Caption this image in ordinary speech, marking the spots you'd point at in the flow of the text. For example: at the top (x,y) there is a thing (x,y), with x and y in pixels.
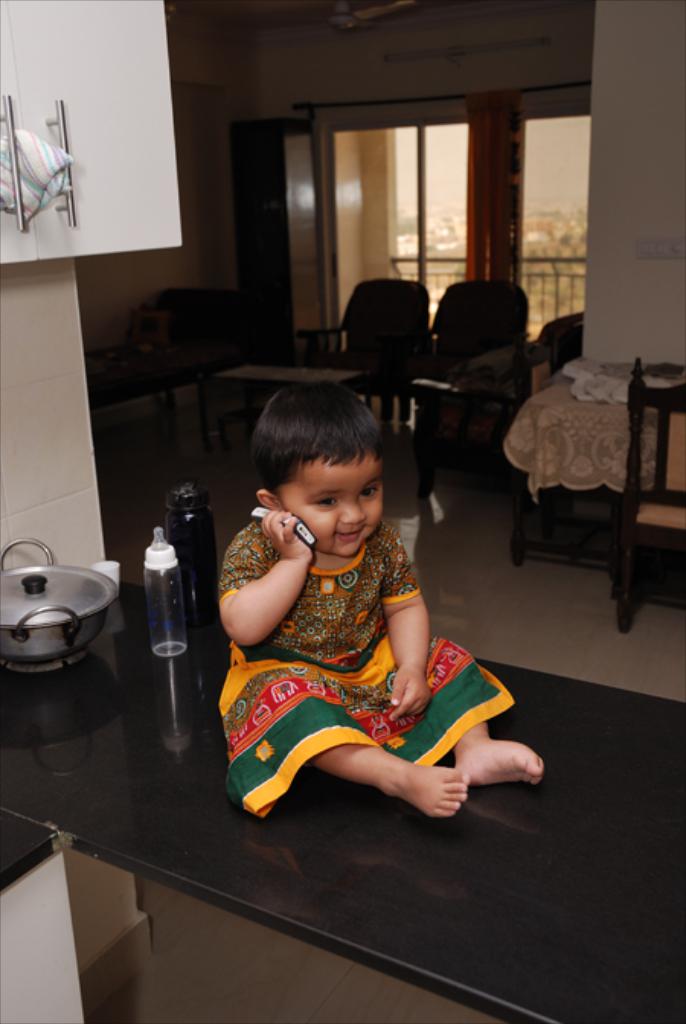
In this picture a girl (385,697) sitting on a table (66,695) with a phone (299,530) in her hands (306,546). In the background (506,176) we observe furniture (484,320), glass window (439,239), curtains (468,198). There are also few objects (165,601) kept on the table (138,826).
